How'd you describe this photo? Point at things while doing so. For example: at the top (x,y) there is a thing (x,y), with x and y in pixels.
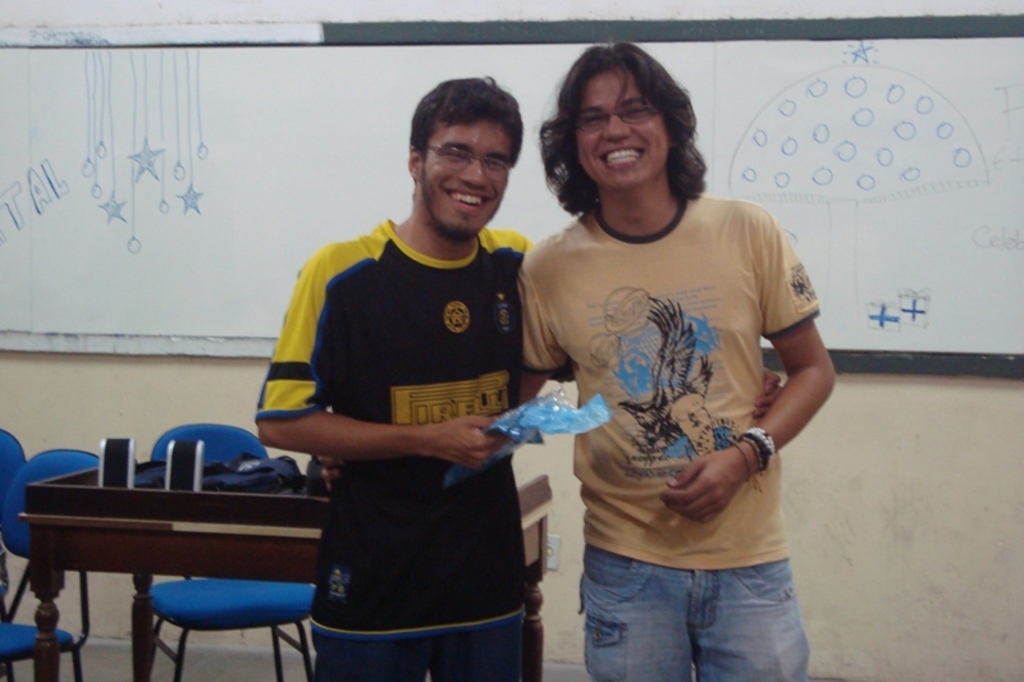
In this image the two persons (485,405) are standing and smiling. The wall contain board (197,145). There are chairs (259,614) and table (180,530).
